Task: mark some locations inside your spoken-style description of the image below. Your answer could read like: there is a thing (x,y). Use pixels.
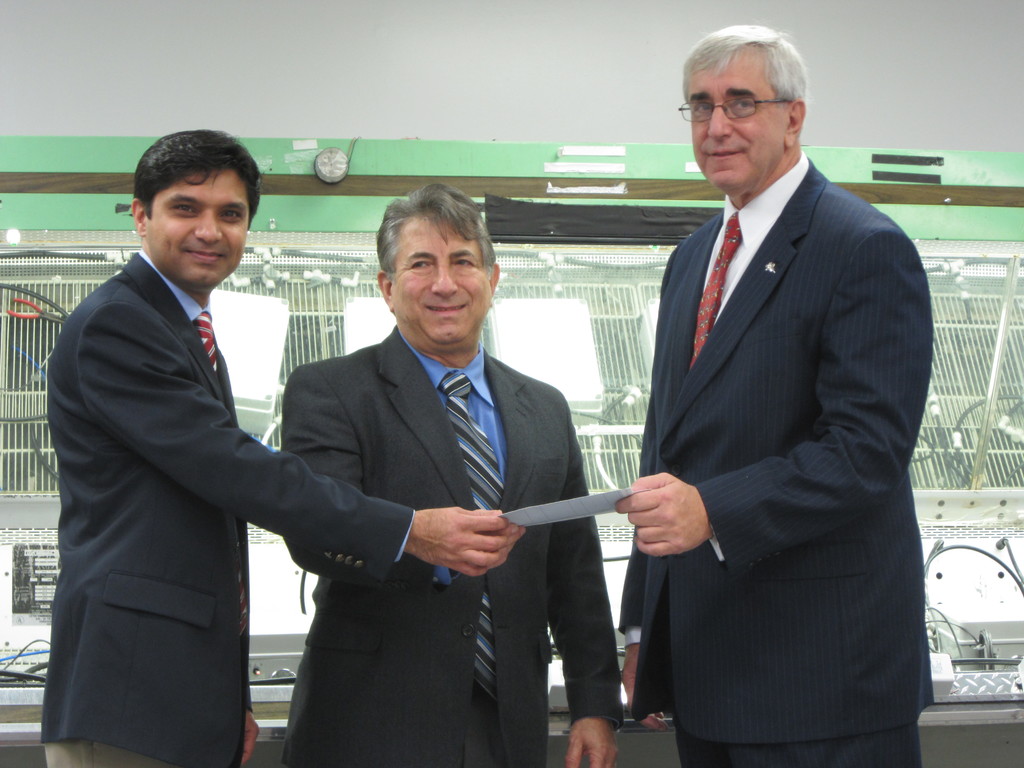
In this picture there are men (216,158) those who are standing in the center of the image (583,501), by holding a paper (583,515) in their hands (452,519), it seems to be there is a machine (482,203) in the background (490,188) area of the image.
